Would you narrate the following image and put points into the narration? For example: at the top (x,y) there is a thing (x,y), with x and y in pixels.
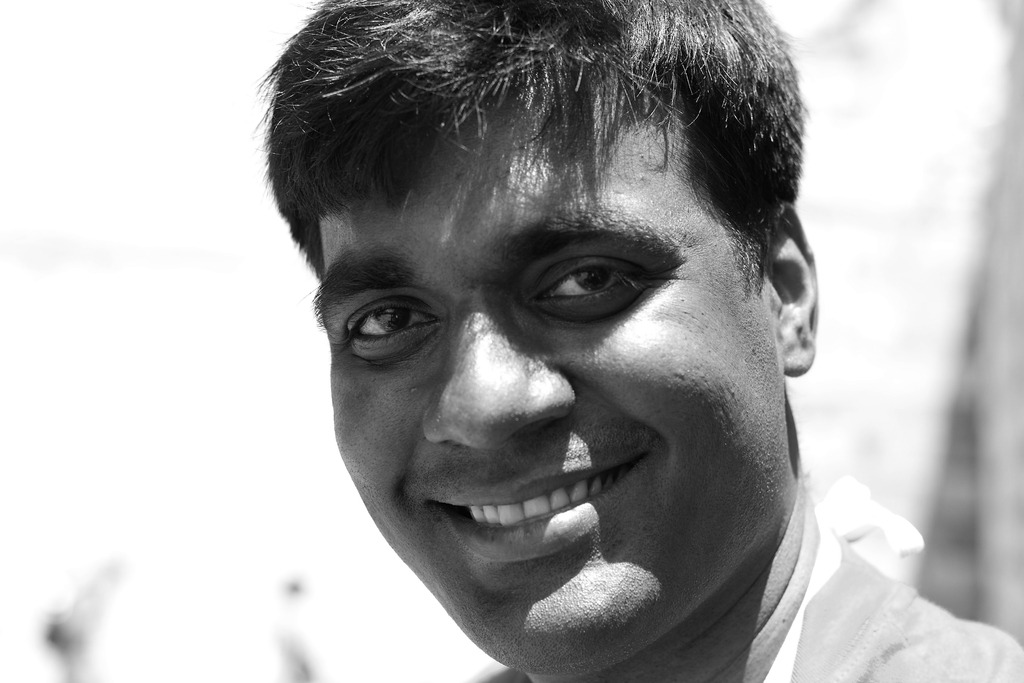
This is a black and white pic. We can see a person (405,483) is smiling. In the background (145,475) the image is blur.
